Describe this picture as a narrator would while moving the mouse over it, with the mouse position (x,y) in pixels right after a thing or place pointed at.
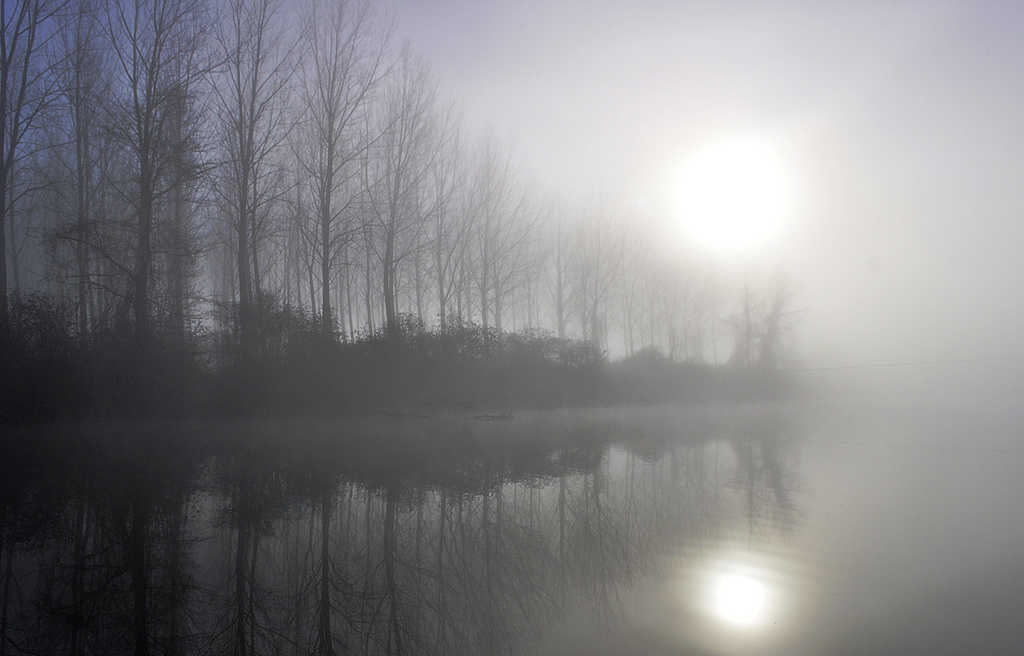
There is a surface of water (526,588) at the bottom of this image (444,556). We can see trees (175,318) in the middle of this image (641,234) and the sky (700,223) is in the background (734,201).
